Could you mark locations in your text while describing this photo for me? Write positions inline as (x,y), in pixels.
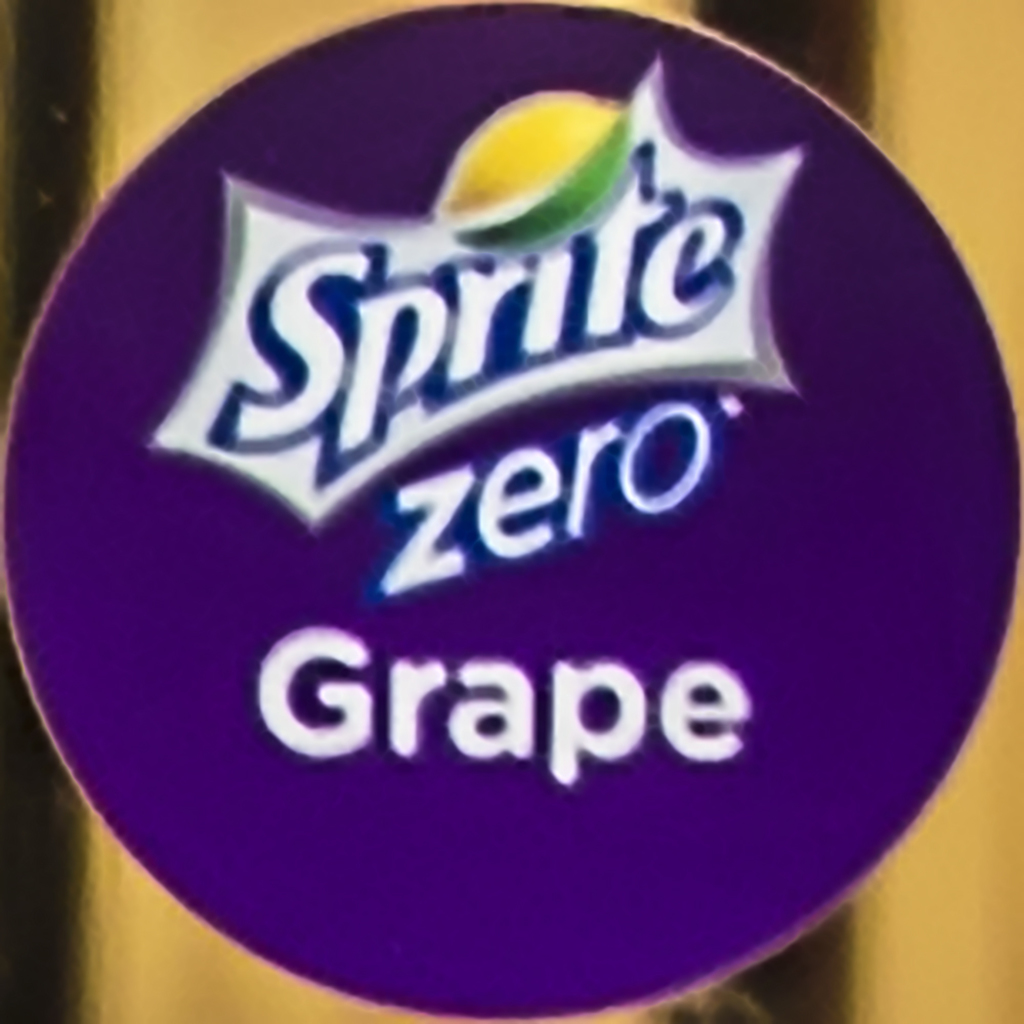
In this image I can see a purple color circle (251,546) with some text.
